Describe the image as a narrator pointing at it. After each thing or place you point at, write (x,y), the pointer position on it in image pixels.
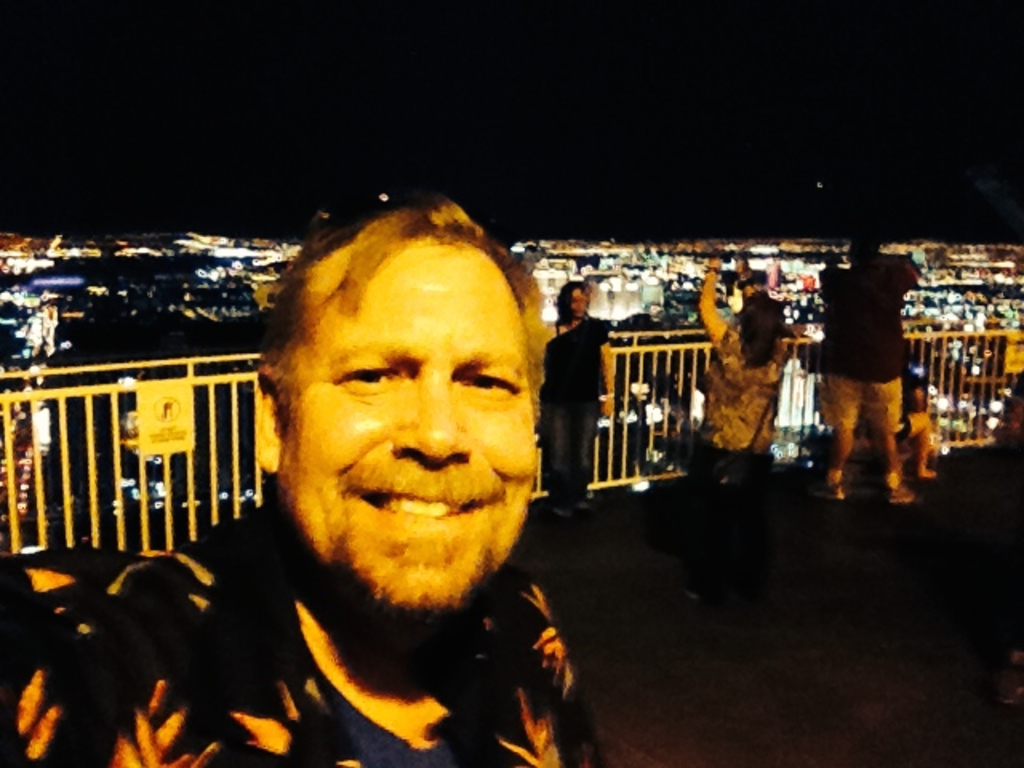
In the foreground of the picture (909,271) we can see people (481,409) and railing (13,371). In the middle (548,309) it is an aerial view of a city (190,314), we can see buildings (804,262) and light (774,282). At the top (453,76) there is sky (523,35).
